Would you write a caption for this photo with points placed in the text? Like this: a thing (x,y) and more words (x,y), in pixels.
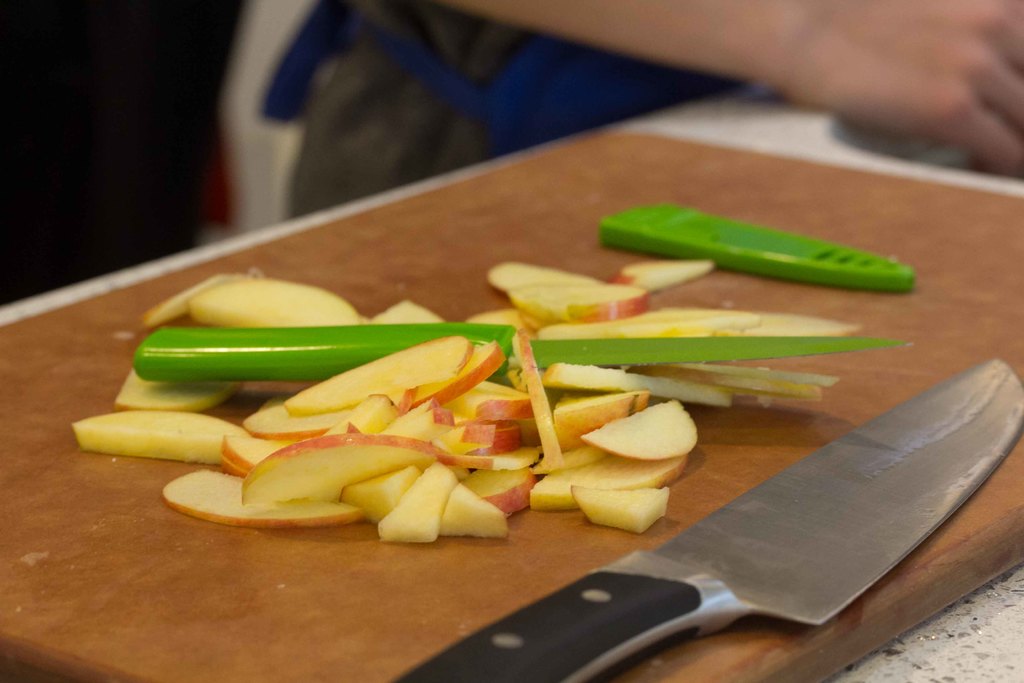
There are pieces of an apple (472,371) and a knife (355,350) is present on a chop board (85,495) as we can see in the middle of this image (451,261). There is one person (559,62) at the top of this image (509,69).
